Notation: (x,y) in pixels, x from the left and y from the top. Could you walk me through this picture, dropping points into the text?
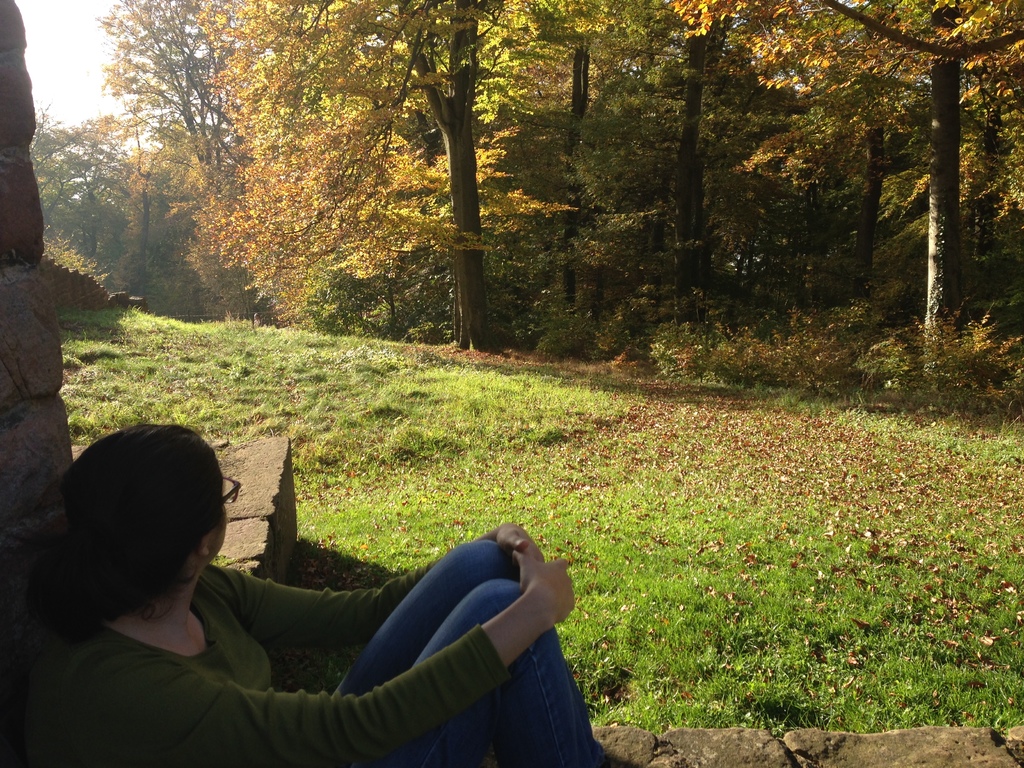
In this image there is a woman (229,657) who is sitting on the stones (688,750) at the bottom (707,750). In front of her there are so many trees (570,151). On the left side (18,366) there is a stone wall (18,480). The woman (120,542) is leaning on the stone wall (33,477).
